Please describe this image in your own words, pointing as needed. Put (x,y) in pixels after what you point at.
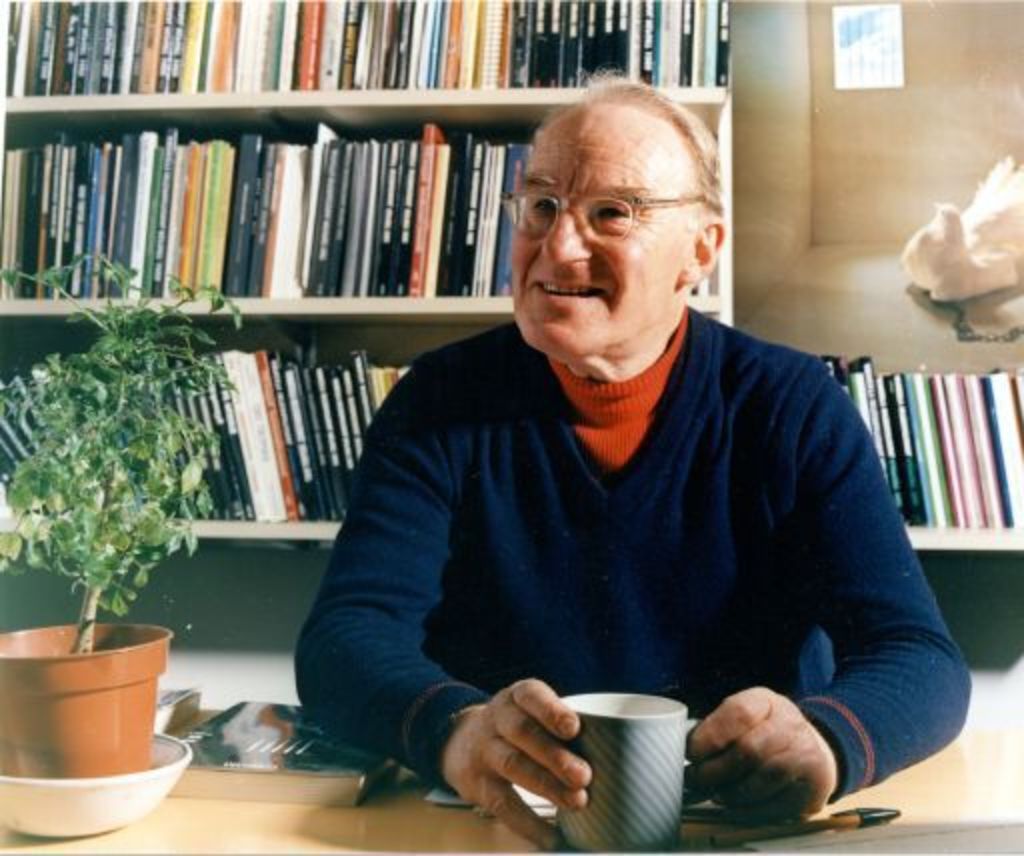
In the foreground (669,113) a person (705,130) is sitting on the chair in front of the table (416,820) and holding a cup (675,759). In the left (98,445) a house plant (129,441) is there in the bowl (111,784) and pen (833,816) and papers (823,833) are kept on the table (272,817). In the background (253,491) shelves (48,187) are visible in which books (689,56) are kept. The wall (810,86) of light brown in color visible and a bird (930,281) visible. This image is taken inside a house (264,603).
